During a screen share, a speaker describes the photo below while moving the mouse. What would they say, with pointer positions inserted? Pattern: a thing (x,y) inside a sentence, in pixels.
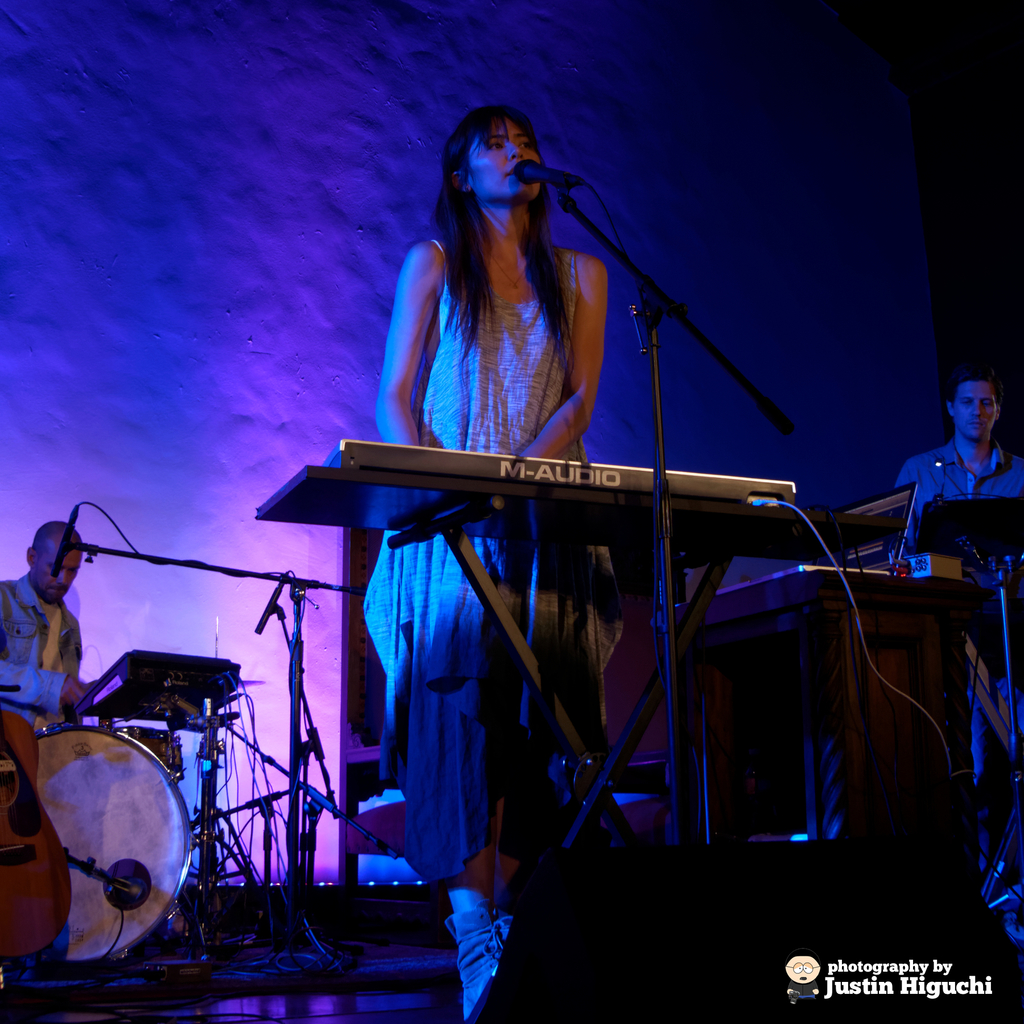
This is a picture taken on a stage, the woman (461,594) standing on the stage (436,908) and playing piano (524,463) and singing a song in front of the woman (515,191) there is a microphone (547,173) with stand (577,206). Background of the women (437,560) there are music instruments (202,671) and wall (679,262).
